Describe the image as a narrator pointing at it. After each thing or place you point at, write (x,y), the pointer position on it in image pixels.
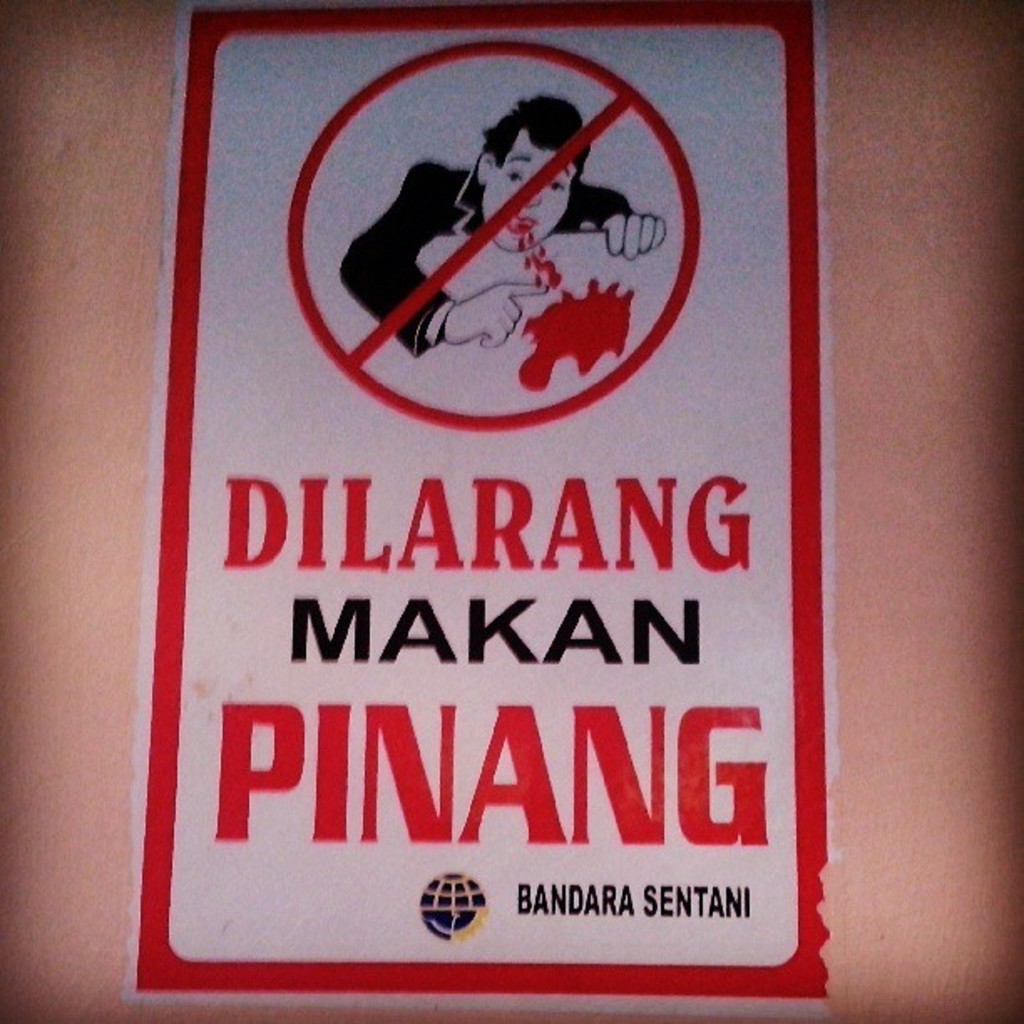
In this image I can see the poster (471,310) attached to the wall (116,483). In the poster (339,336) I can see the person's image (494,320) and something is written. And the wall (932,723) is in brown color.
